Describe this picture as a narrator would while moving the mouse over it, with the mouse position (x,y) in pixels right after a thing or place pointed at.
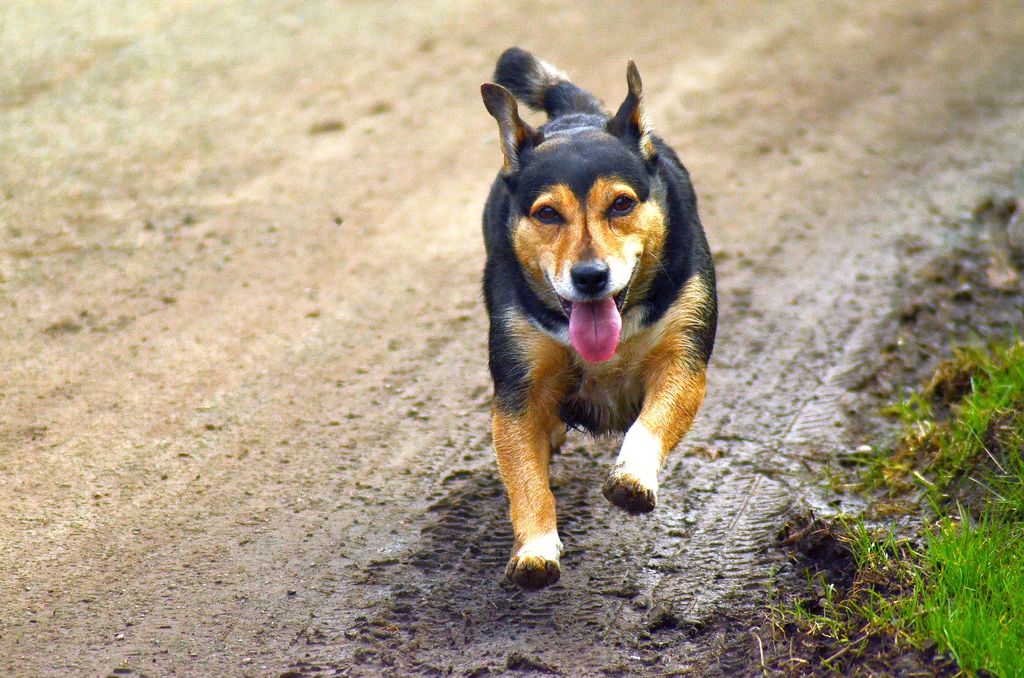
Here we can see a dog (556,257) running on the ground (478,408) and on the right side (967,468) at the bottom corner (958,499) we can see grass (954,471) on the ground (953,474).
